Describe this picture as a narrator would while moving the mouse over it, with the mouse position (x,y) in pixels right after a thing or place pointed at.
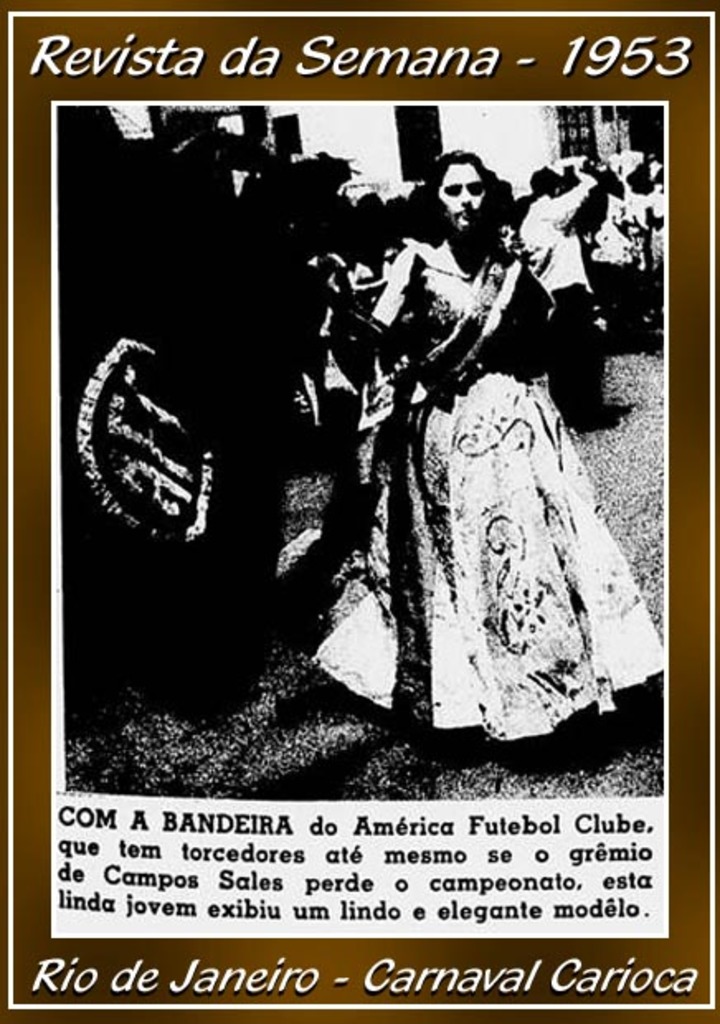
It is a black and white image. In this image people (457,419) are standing on the road (649,480).
